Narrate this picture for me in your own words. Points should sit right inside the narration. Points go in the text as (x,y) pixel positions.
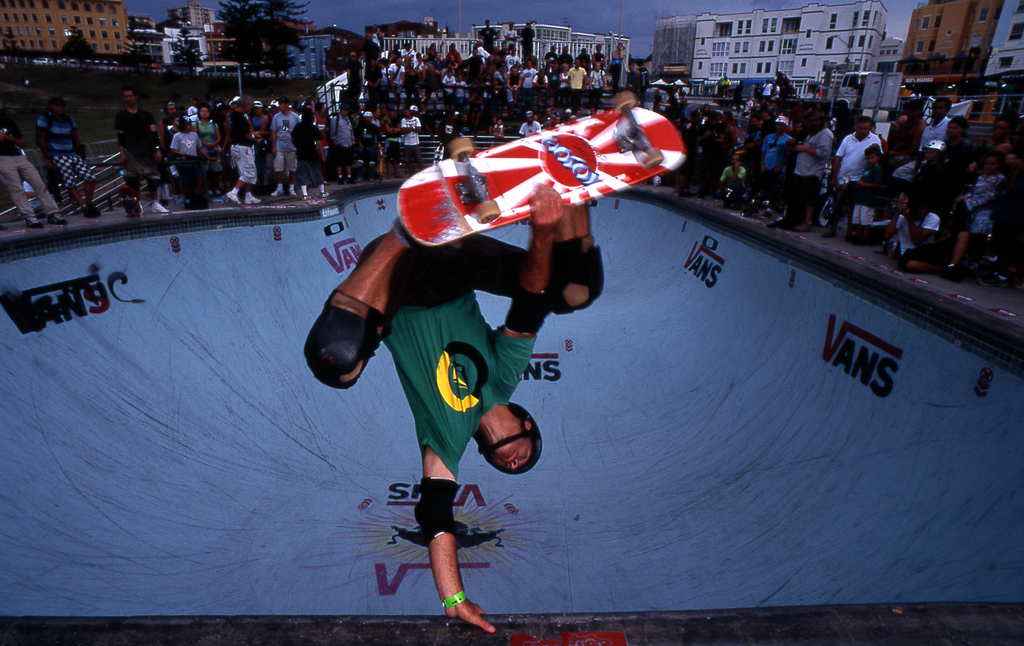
In this image we can see a person (549,205) riding a skateboard (514,205) on a surface (281,451). In the background (819,185) we can see people (736,166), trees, buildings (321,56), and sky (394,9).
